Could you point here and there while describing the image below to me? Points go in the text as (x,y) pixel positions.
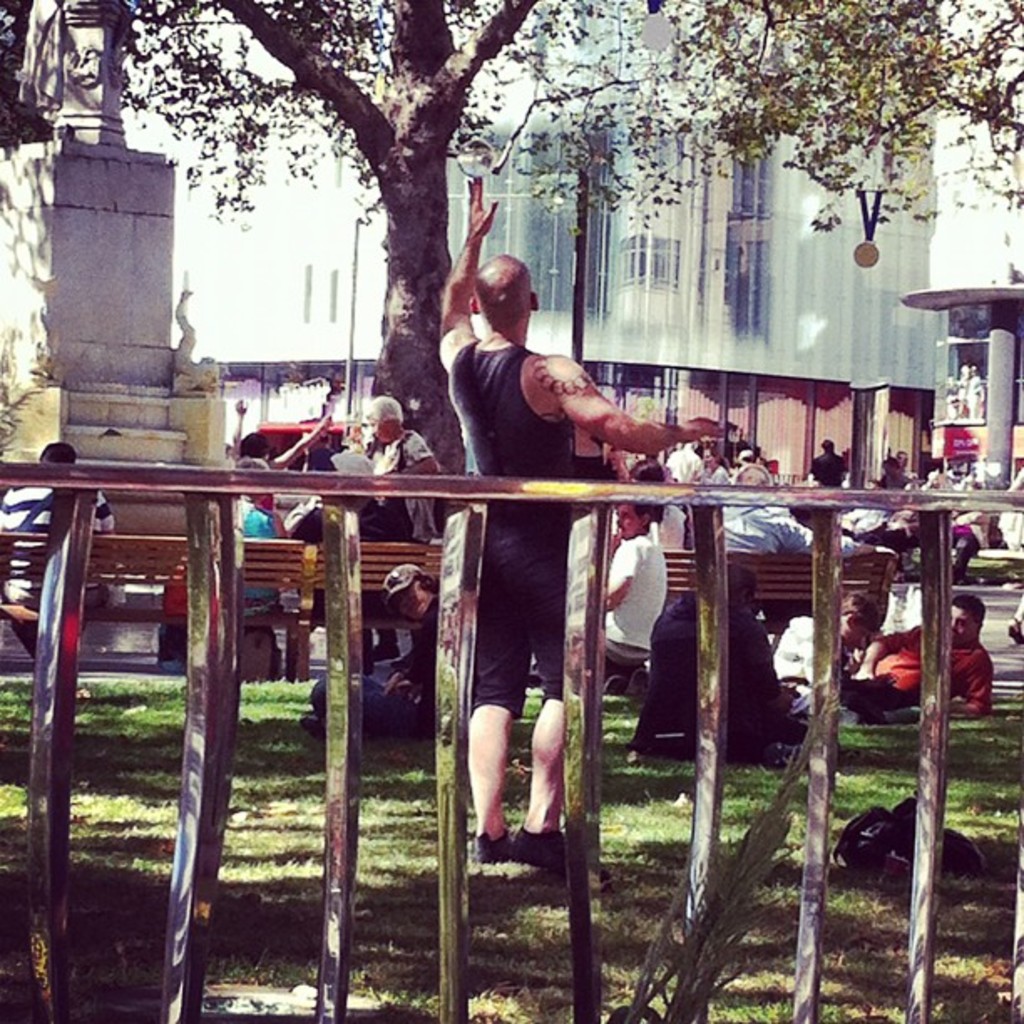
In this picture we can see a man (532,409) is standing on the grass path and in front of the man (487,458) there are some people (327,466) sitting on benches (116,545) and some people (651,577) are sitting on the grass path (636,701). Behind the people (293,523) there is a pillar (114,83), trees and a pole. Behind the tree (387,390) there is a building (554,312) and the sky (956,197) and in front of the people (390,441) there is an iron fence (230,649).
